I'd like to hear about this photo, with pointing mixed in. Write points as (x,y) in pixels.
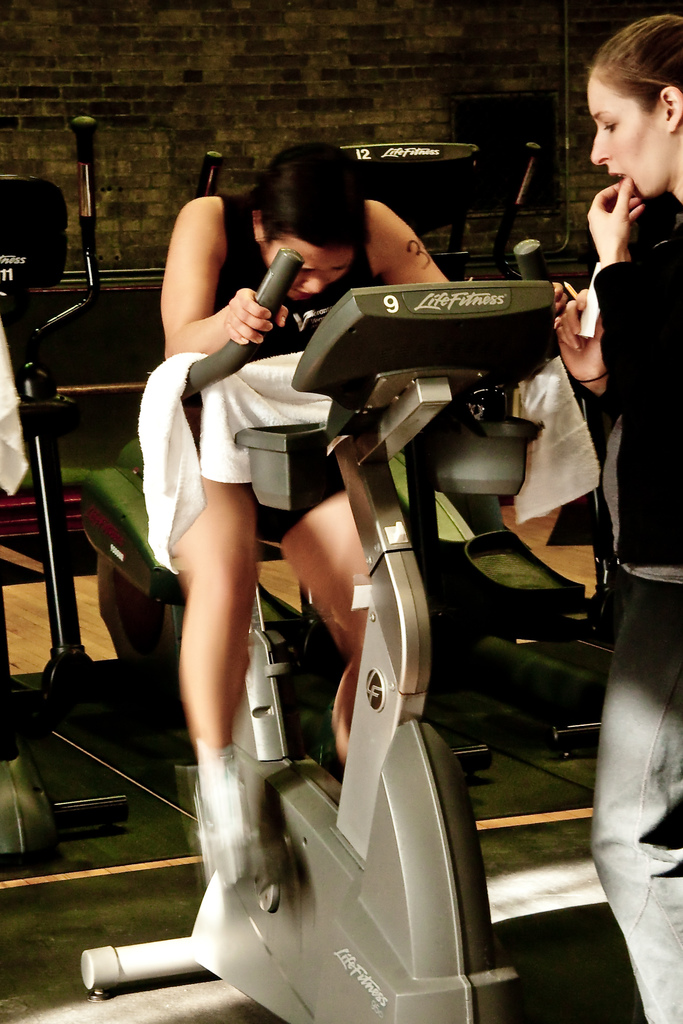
In the center of the image (319,368) there is a woman (287,327) on elliptical cycle (354,872). On the right side of the image (637,784) we can see woman (623,884) standing on the ground (541,787). In the background (549,739) we can see exercise equipment (118,517) and wall (104,125).
